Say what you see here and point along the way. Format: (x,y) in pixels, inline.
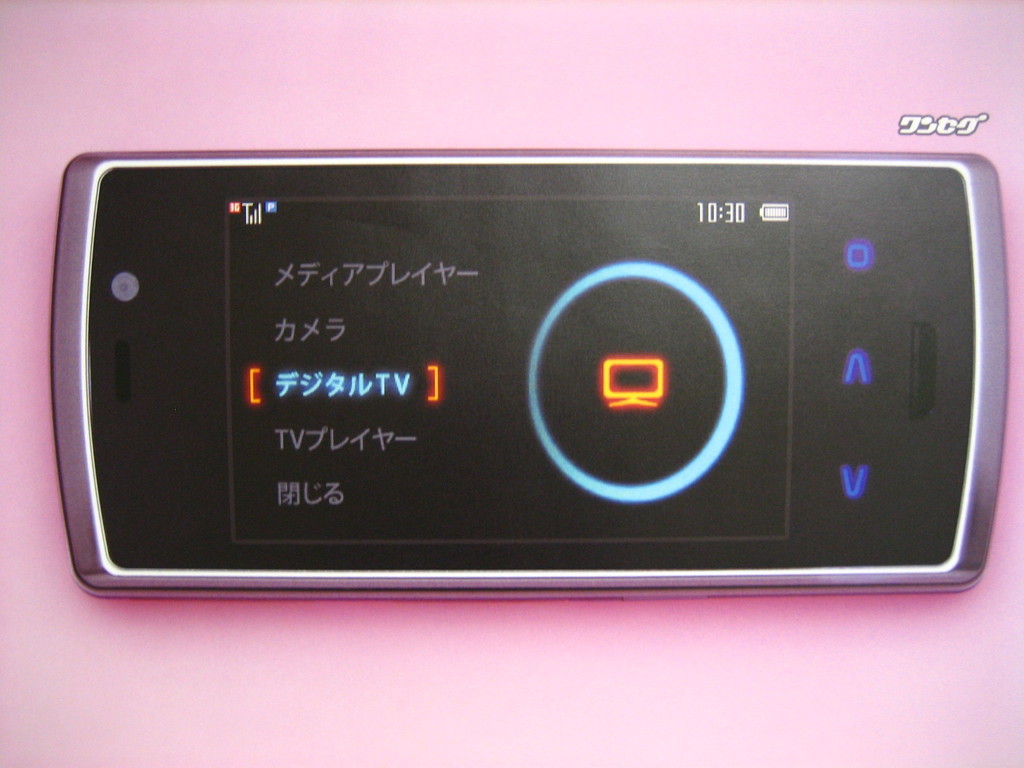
In this image there is pink color background (79,122). There is a gadget (91,593). We can see the time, battery icon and some language text (325,278).
